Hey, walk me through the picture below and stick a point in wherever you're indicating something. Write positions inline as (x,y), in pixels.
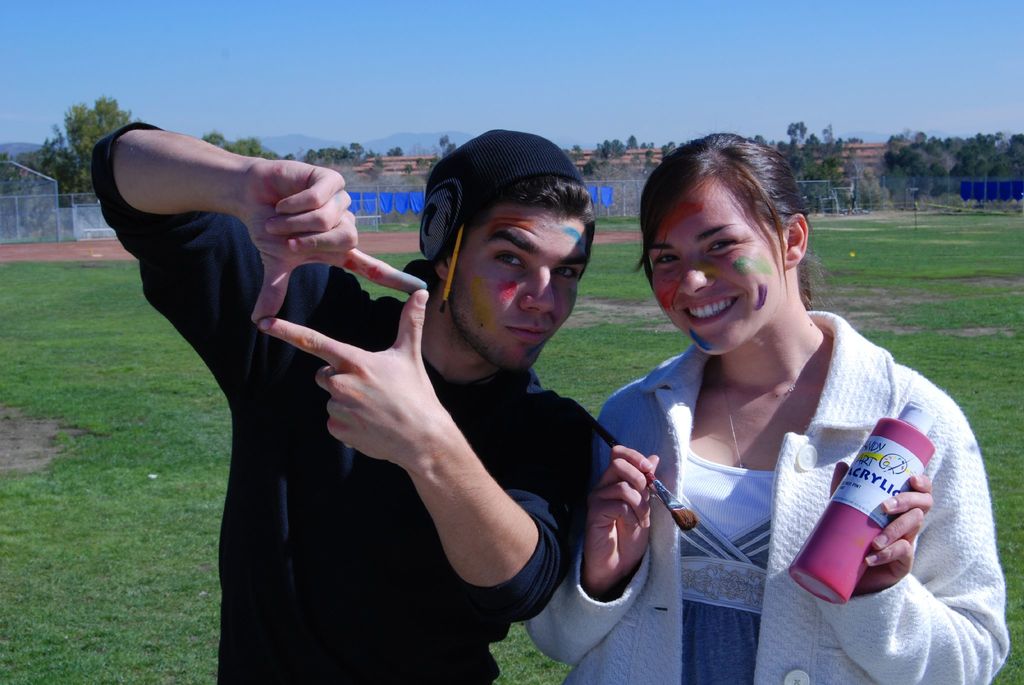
In this picture I can see a man (527,468) and woman (719,565) standing and woman (867,604) holding a bottle (856,524) in one hand (894,523) and paint brush (670,506) in another hand (637,482) and I can see trees (411,172) and grass (149,444) on the ground (172,473) and I can see hills (418,142) and a blue sky (556,132) and I can see metal fence (80,195) and few clothes (354,195).
